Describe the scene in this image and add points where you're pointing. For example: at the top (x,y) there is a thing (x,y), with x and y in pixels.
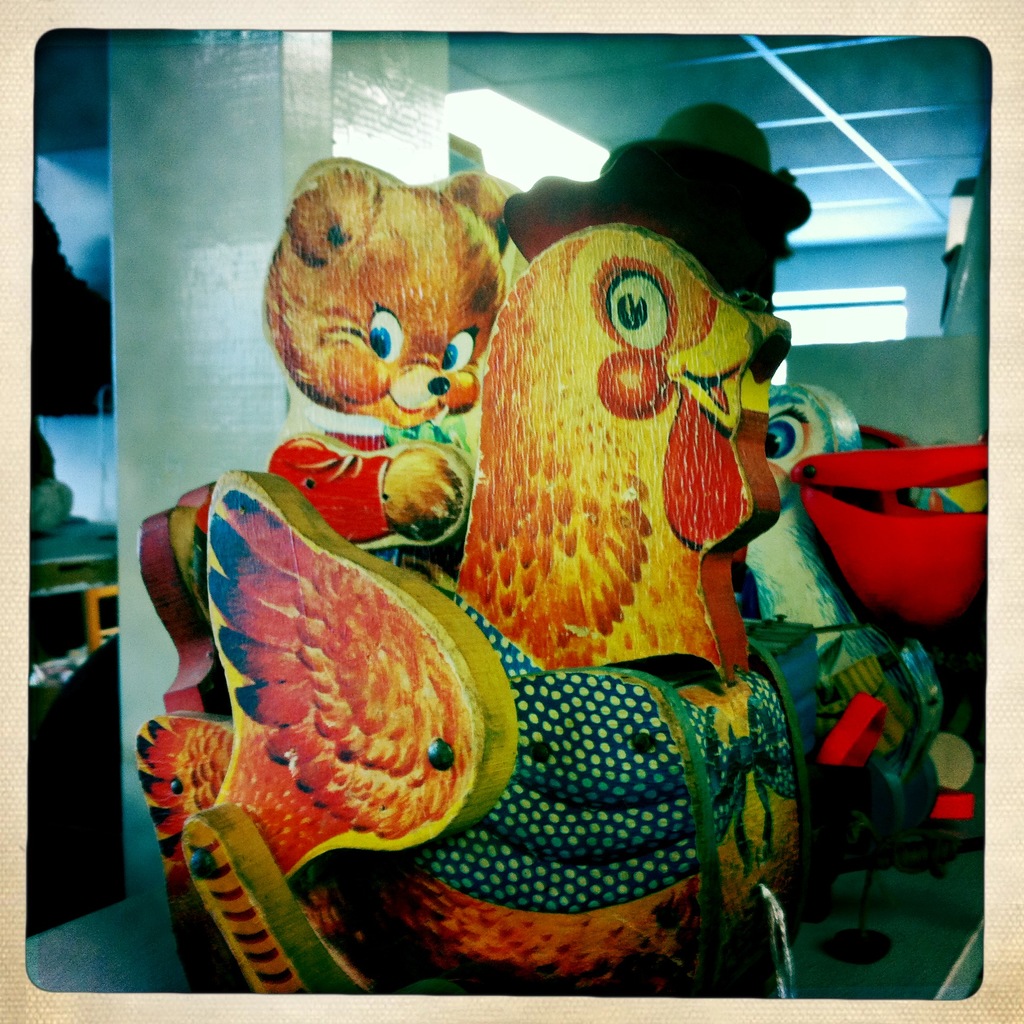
This is an edited image in this image there are toys (361,254) on a table (920,967), in the background (193,315) there a pillar (341,60), at the top (654,84) there is a ceiling (638,137) and lights (516,144).
